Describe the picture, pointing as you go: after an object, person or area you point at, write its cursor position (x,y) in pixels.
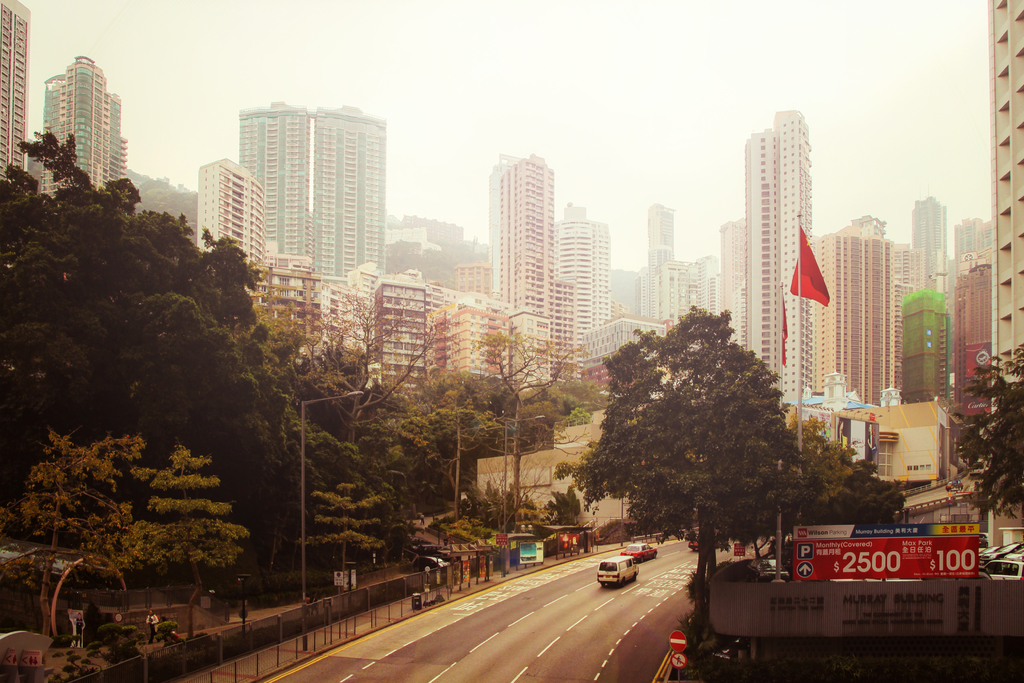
In this picture we can see some vehicles (610,582) on the road (496,592). On the right side of the road (579,585) there are poles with flags (795,292) and a hoarding (802,573) and on the left side of the road (480,600) there are trees (229,274), buildings (308,268), skyscrapers (737,220) and a sky (565,83).
